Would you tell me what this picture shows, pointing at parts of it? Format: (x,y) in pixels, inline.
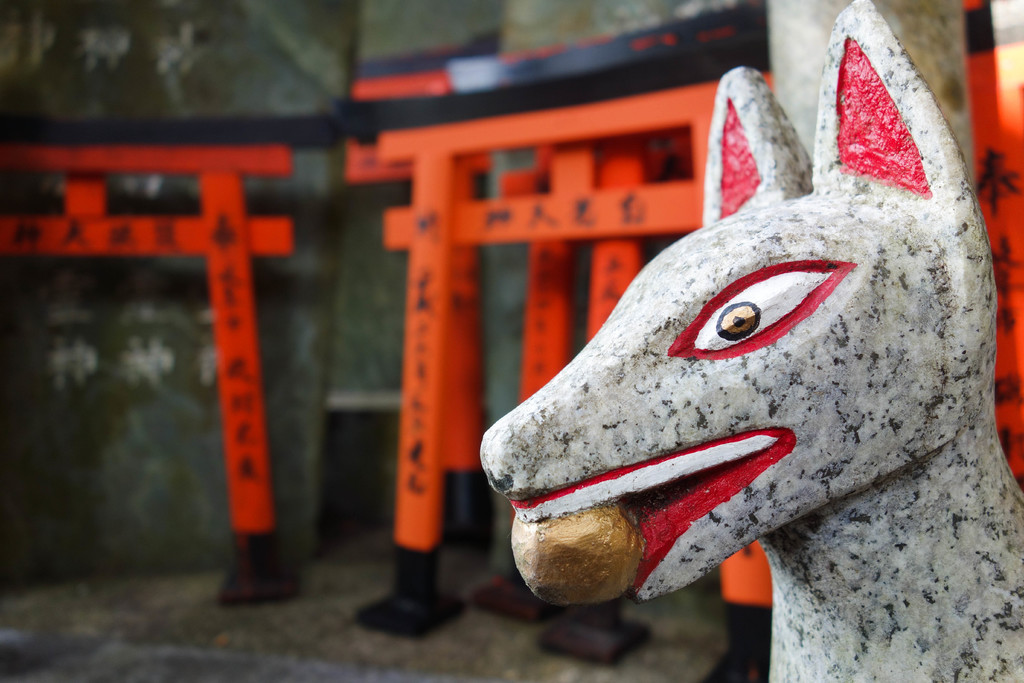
On the right side of this image (822,292) I can see a statue of an animal (758,417). In the background (179,247) there are some poles (512,200) which are in orange color on the floor (262,644) and also I can see a wall (241,51).
